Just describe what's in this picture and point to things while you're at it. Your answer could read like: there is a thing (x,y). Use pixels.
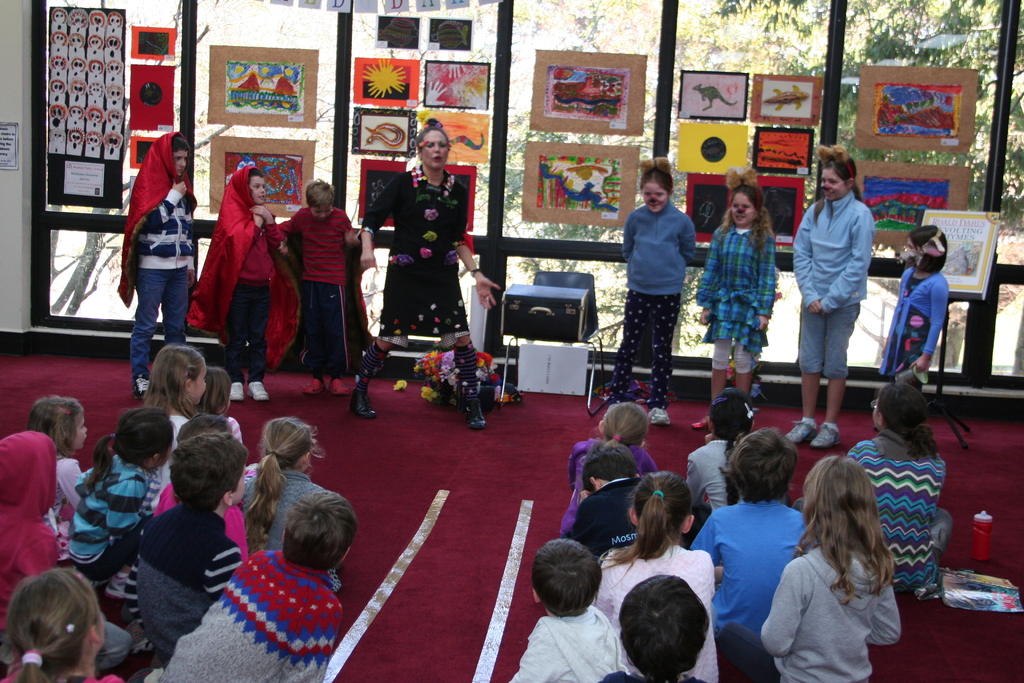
In this picture I can observe some children (260,534) sitting on the floor (431,502). I can observe a woman (420,257) standing in front of these children (333,546). There are some charts (264,106) on the glasses (653,94). In the background (612,31) there are trees (519,31).
